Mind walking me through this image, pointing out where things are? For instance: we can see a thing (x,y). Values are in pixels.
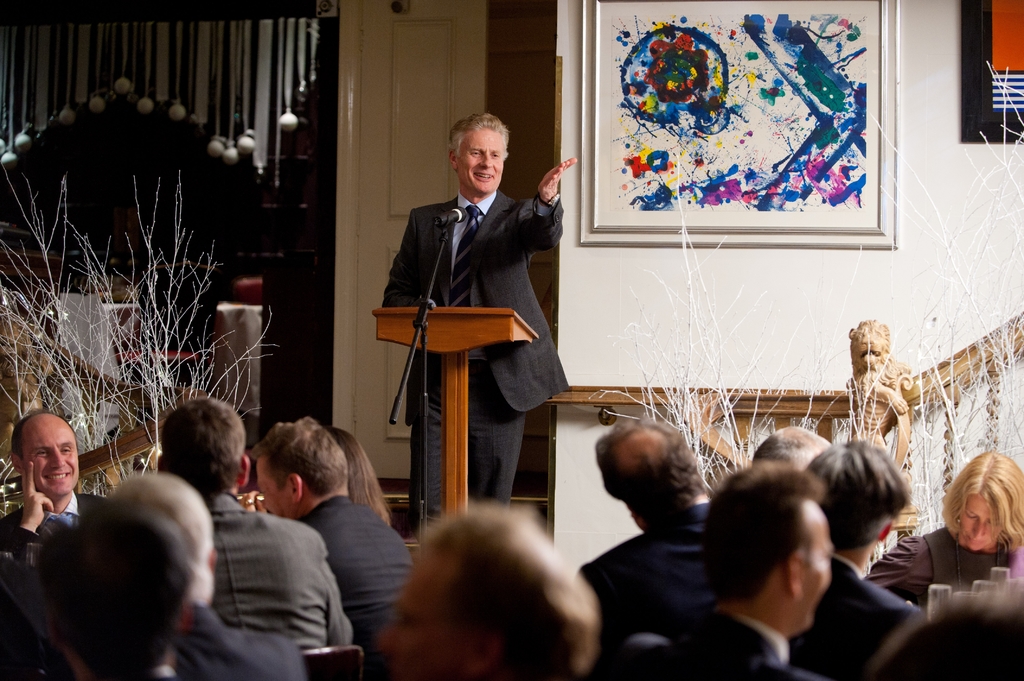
In the center of the image (472,229) there is a person (472,229) standing at the lectern (464,322) with mic (434,271). At the bottom (858,486) there are persons (58,632). On the right side of the image (718,193) we can see painting (740,217) and a tree (829,408). On the left side of the image (80,395) we can see a tree (127,381). In the background (433,76) there is a door (386,89) and wall (1000,298).
